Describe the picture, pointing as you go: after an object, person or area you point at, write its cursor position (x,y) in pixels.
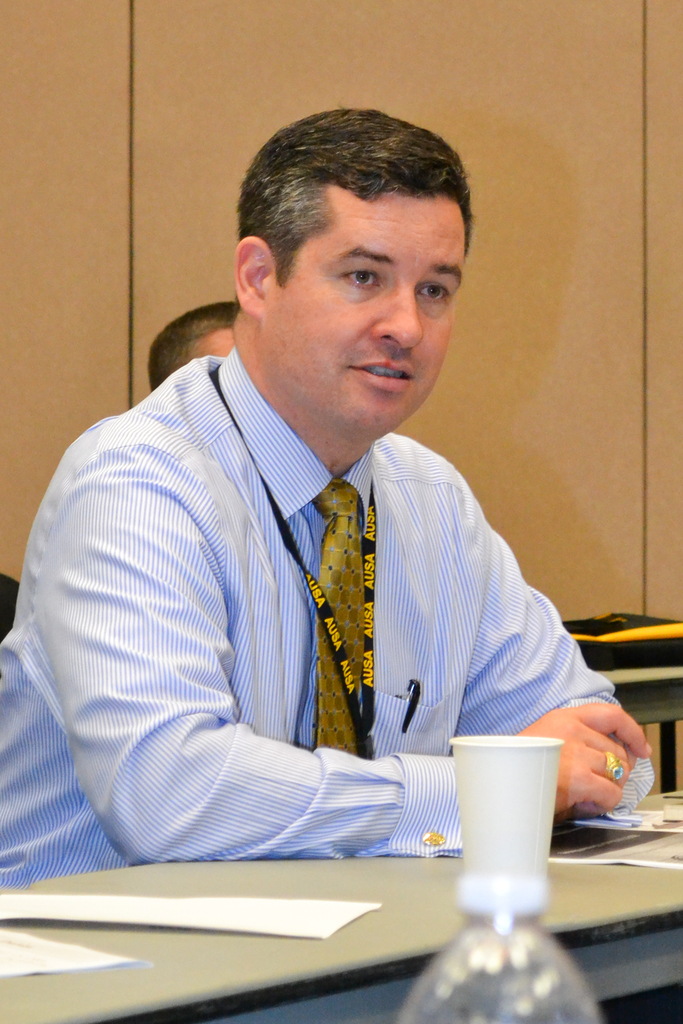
There is a person (219,531) wearing a white and blue shirt (304,649) and he having a tie (345,557) on his neck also a tag (366,707) he is wearing. On his pocket (419,718) there is a pen (409,724). He is having ring (614,770). There is a table (359,946) in front of him. On the table (399,878) there are some papers (607,838). In the background (240,97) there is a wall (492,381).
